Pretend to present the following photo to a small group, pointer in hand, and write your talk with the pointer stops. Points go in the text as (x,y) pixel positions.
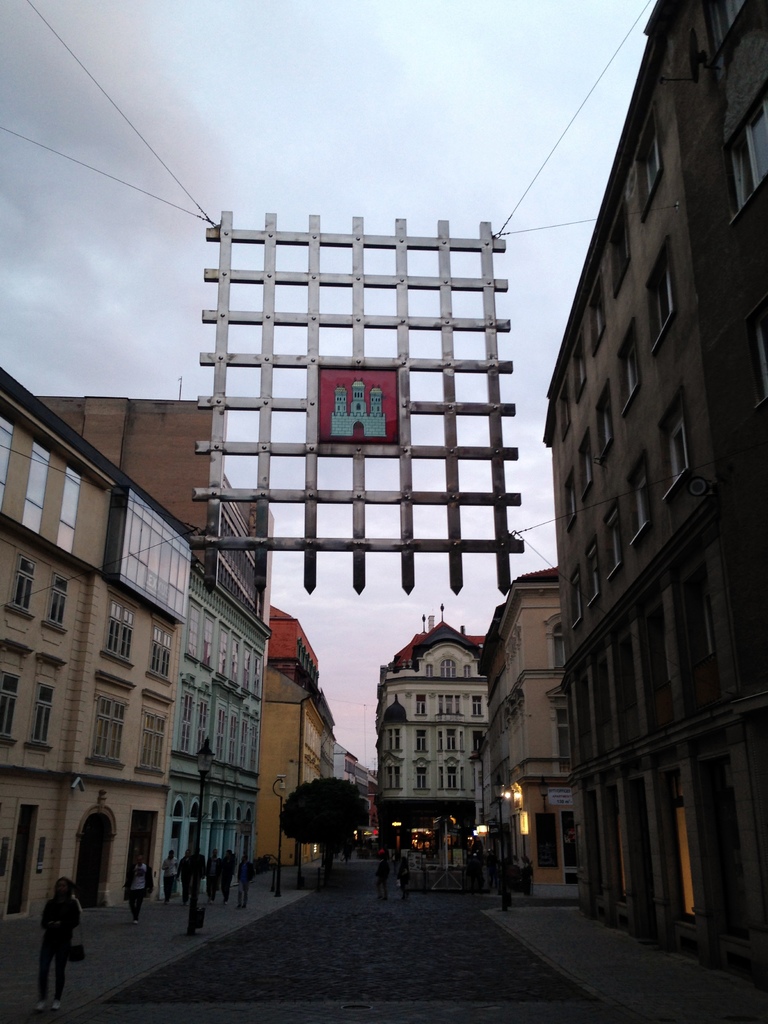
In this picture there are people (182,879) and a trees (335,785) at the bottom side of the image (298,833) and there are buildings (506,725) on the right (529,653) and left side of the image (31,517), there are lamps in the image, there is a square shape net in the center of the image (390,539).
